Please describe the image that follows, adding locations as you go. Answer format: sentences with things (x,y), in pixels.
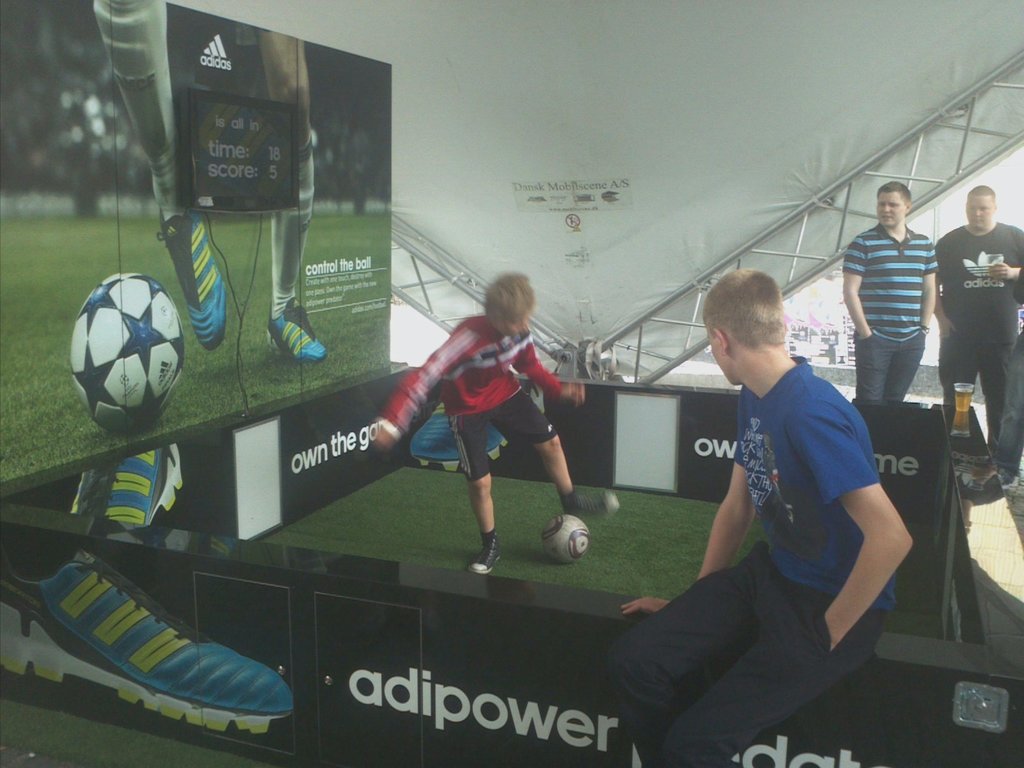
here is a boy (487,501) playing football. This person (737,617) is sitting. I can see a beer glass (961,405) placed on this. There are two persons (920,301) standing and looking at the boy (545,380). This looks like a banner (174,242) where a scoreboard (286,176) is attached to it.
